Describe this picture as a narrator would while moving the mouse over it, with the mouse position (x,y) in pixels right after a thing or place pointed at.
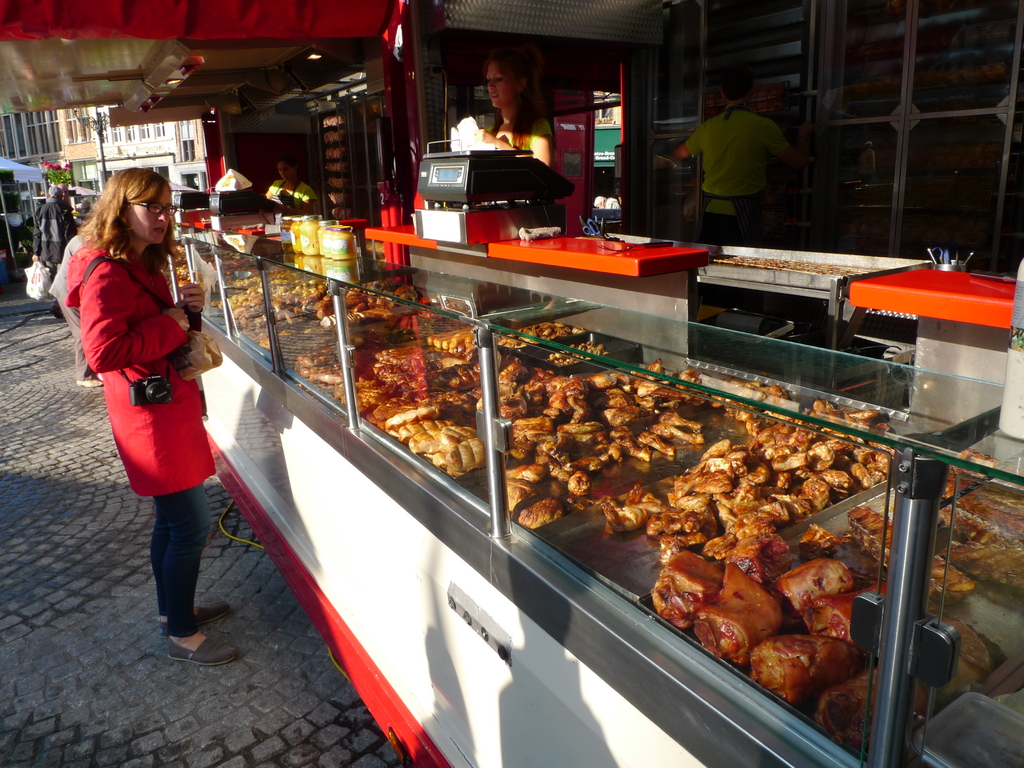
In this image we can see a woman (187,419) is standing on the road (189,684). Here we can see a stall (310,581), bottles (297,243), food items (582,382) in a glass box (971,678), machines (534,186), people (307,184), and other objects (960,173). Here we can see buildings (82,156), plant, and a pole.
